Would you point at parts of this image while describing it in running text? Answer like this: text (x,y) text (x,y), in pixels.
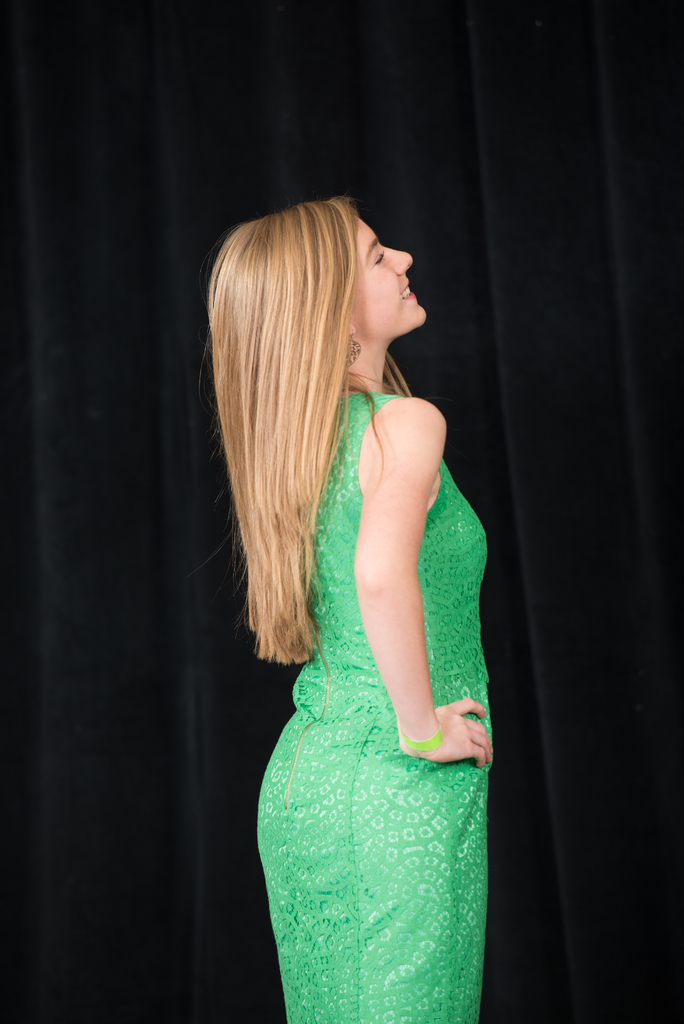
In the middle of the image (357,595) we can see a woman (416,420), she is smiling and we can see dark background (628,237).
